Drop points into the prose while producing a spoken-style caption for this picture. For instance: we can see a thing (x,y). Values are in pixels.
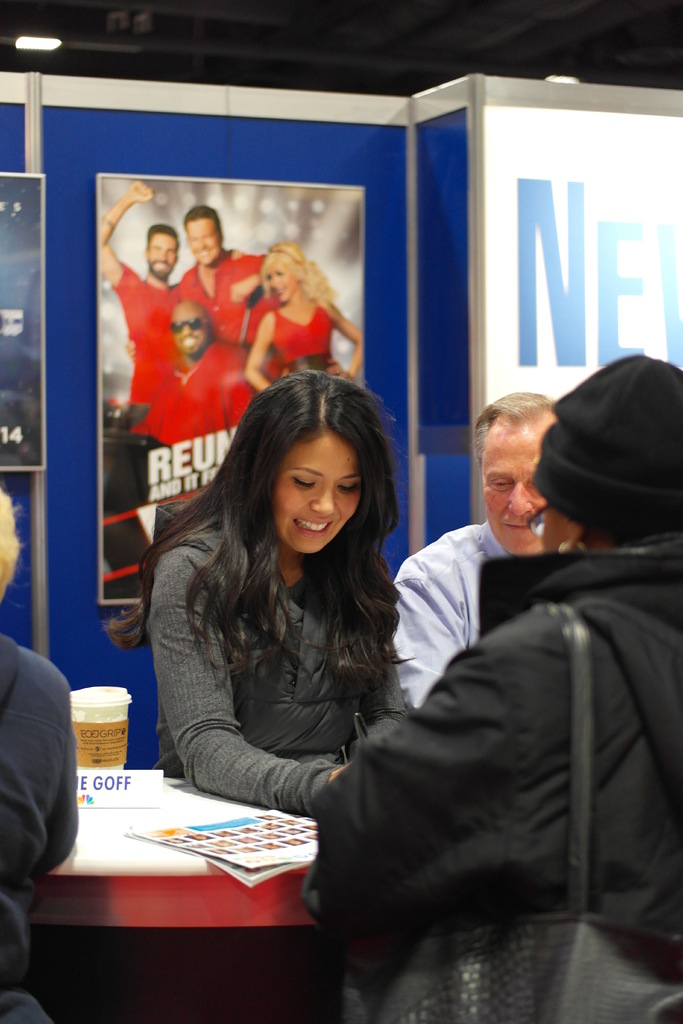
In this picture we can see some persons (513,546) in the middle (409,600). This is table (157,892) and there is a cup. On the background (219,405) we can see a hoarding (237,268). And this is light (31,41).
